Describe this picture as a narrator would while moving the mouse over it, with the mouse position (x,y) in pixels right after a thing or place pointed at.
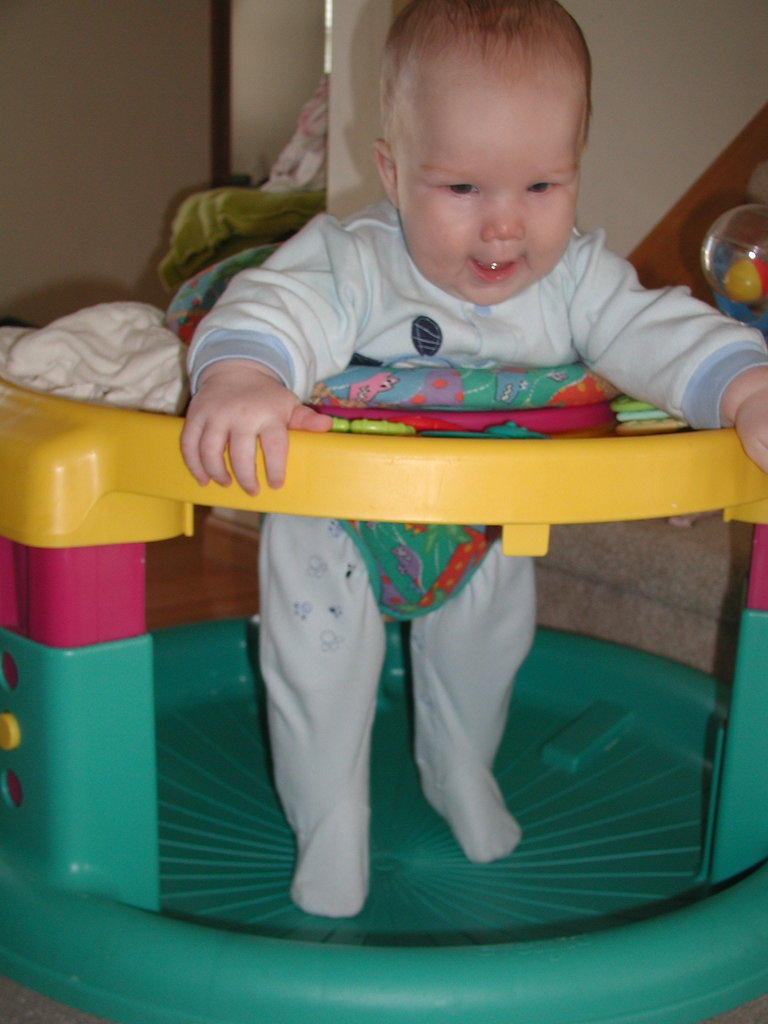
In the image we can see there is an infant (346,784) standing on the walker (388,893).
